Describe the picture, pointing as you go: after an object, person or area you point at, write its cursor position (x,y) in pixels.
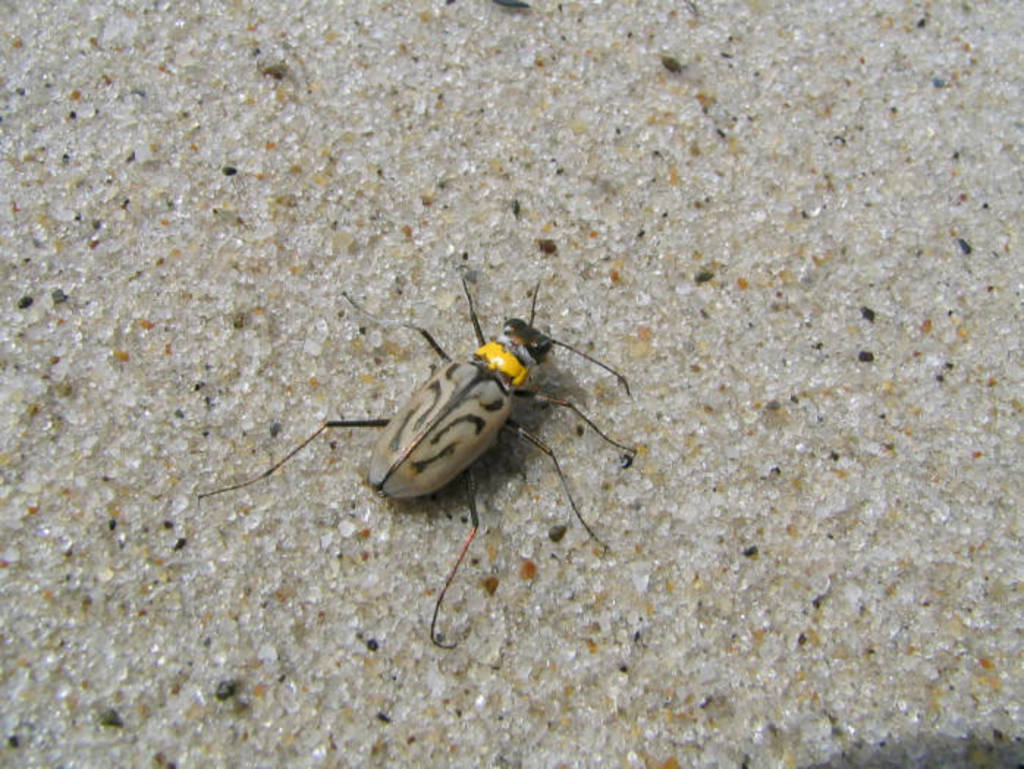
In the image there is an insect (513,320) on the floor (469,646).
